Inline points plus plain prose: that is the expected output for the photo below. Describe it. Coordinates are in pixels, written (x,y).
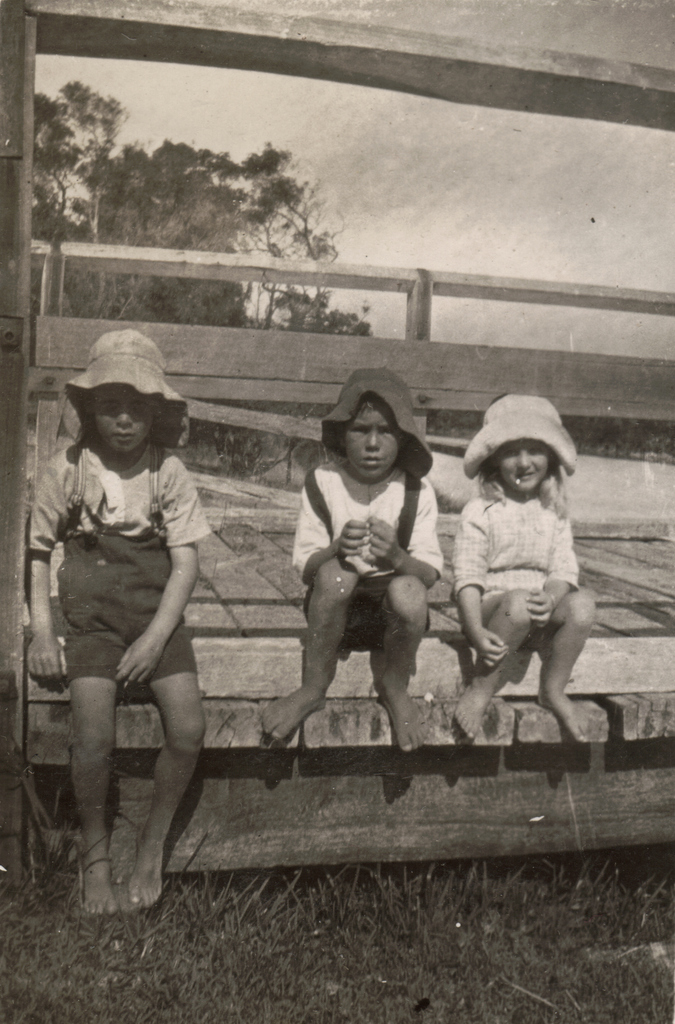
In this picture I can see there are three children (364,601) sitting on the wooden frame (646,727) and they are wearing hats (545,426) and the girl (539,622) on the right (499,578) is smiling and on the floor (302,936) I can see there is grass (337,975) and the sky (351,248) is clear. This is a black and white picture.
